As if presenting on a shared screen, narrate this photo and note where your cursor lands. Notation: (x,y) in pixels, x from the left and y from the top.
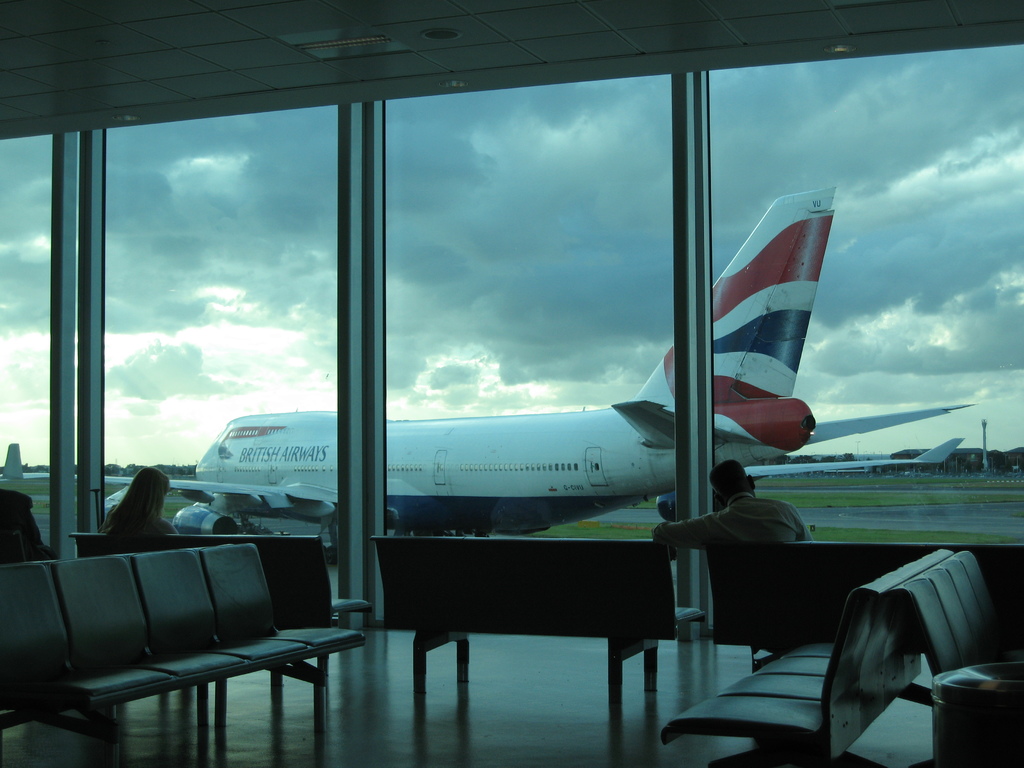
As we can see in the image there are chairs (845,659), two people (736,514) sitting over here, grass (838,504), plane (242,472) and clouds (434,217). The image is little dark.
